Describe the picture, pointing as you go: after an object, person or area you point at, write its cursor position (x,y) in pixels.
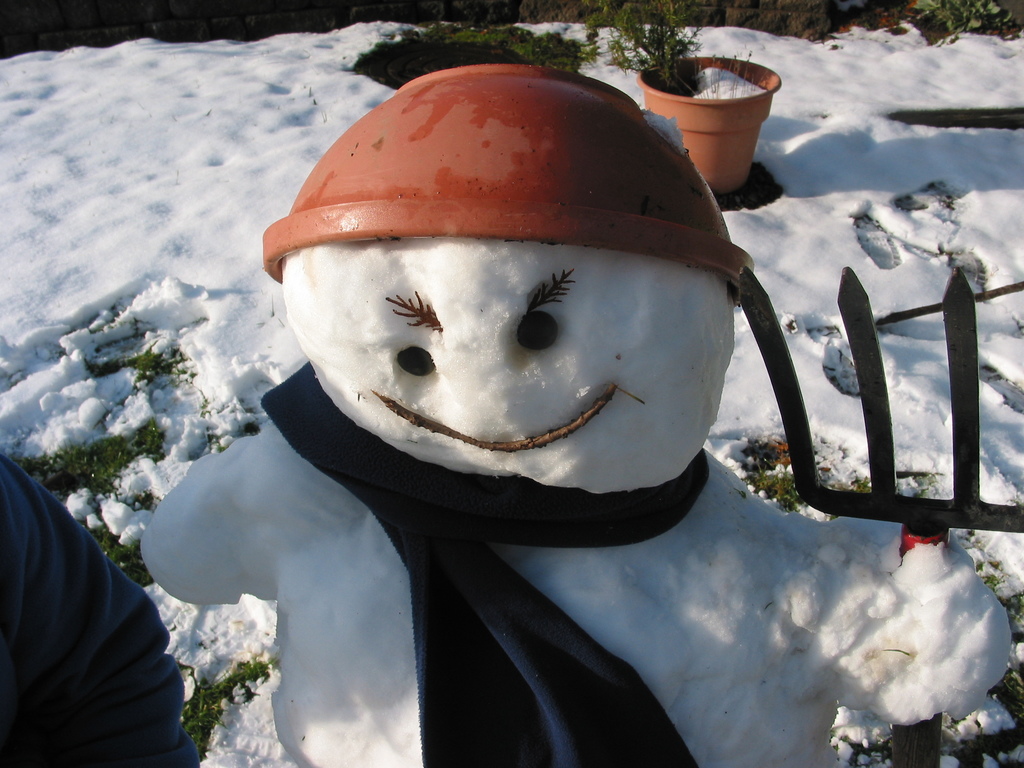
In this picture there is a snow man (582,580) with pot (557,155) and a scarf (532,495) and he is holding a tool (899,497). Towards the bottom left (116,692) there is a person (58,659). In the background (151,213) there is snow (946,69), flower pot (683,70), plants (672,30) etc.
